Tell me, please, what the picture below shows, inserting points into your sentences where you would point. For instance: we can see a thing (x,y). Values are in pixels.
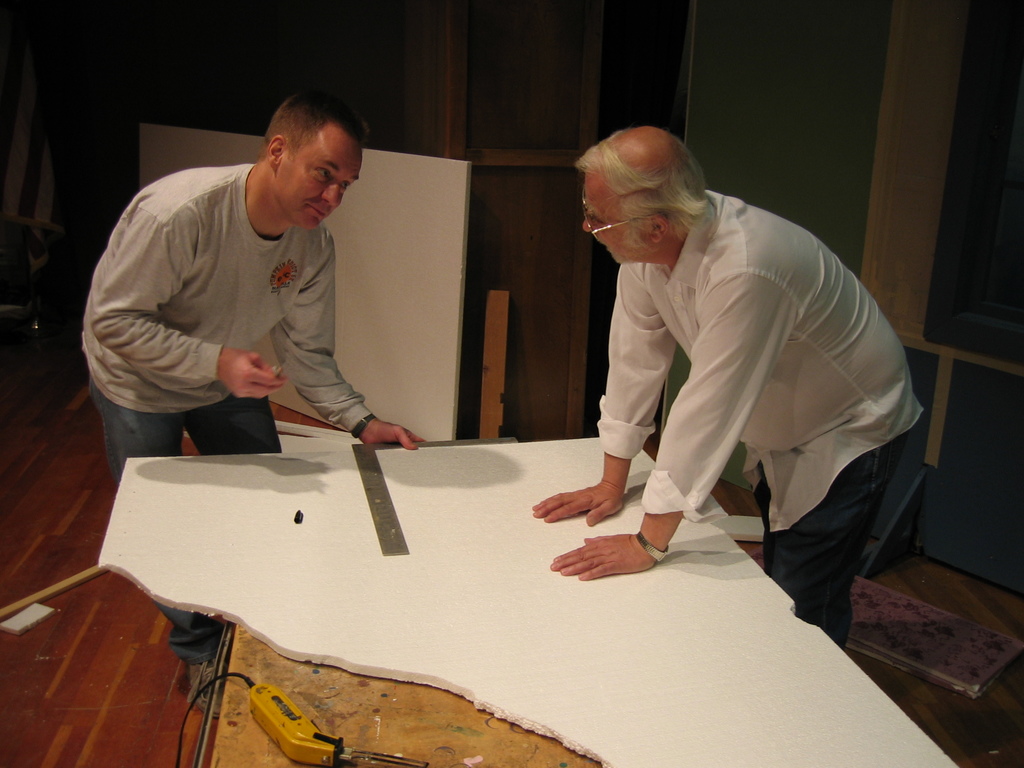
In this image I see 2 men (791,369) and they are standing in front of a table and there are few things (787,763) on it.
